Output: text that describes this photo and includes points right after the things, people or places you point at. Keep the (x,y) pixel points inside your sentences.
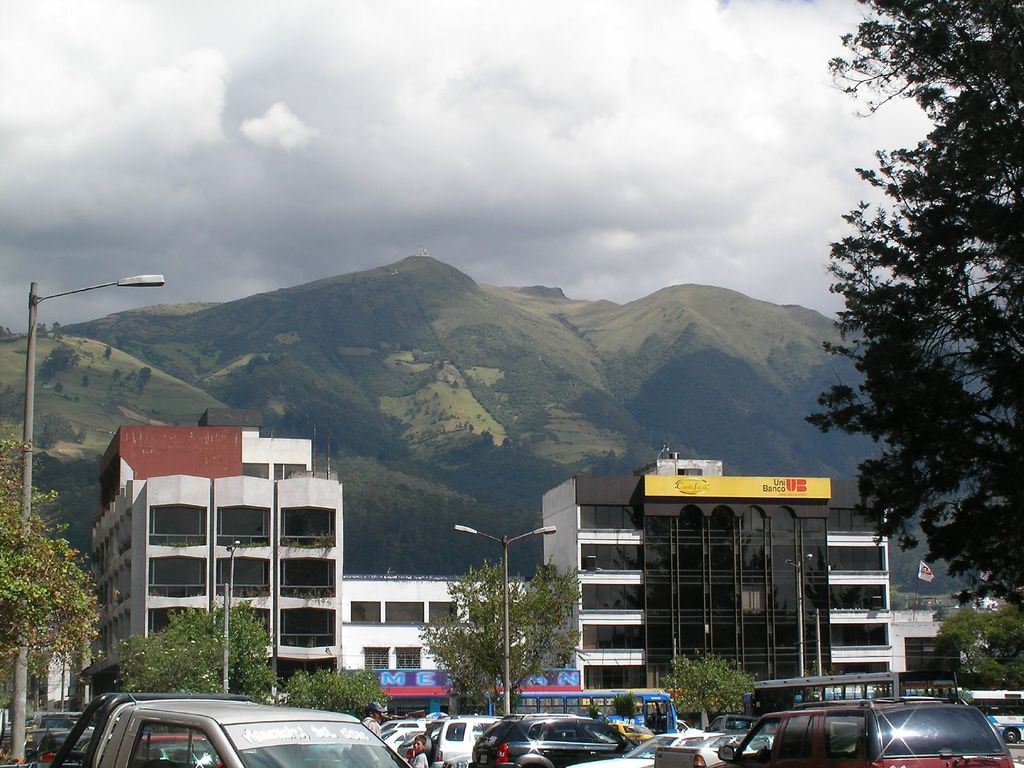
This is an outside view. At the bottom (501,720) there are some vehicles (389,735) and also I can see some trees (210,664), light poles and buildings (271,527). In the background (424,350) there are mountains (290,361). At the top (370,46), I can see the sky (357,116) and clouds (498,109).
